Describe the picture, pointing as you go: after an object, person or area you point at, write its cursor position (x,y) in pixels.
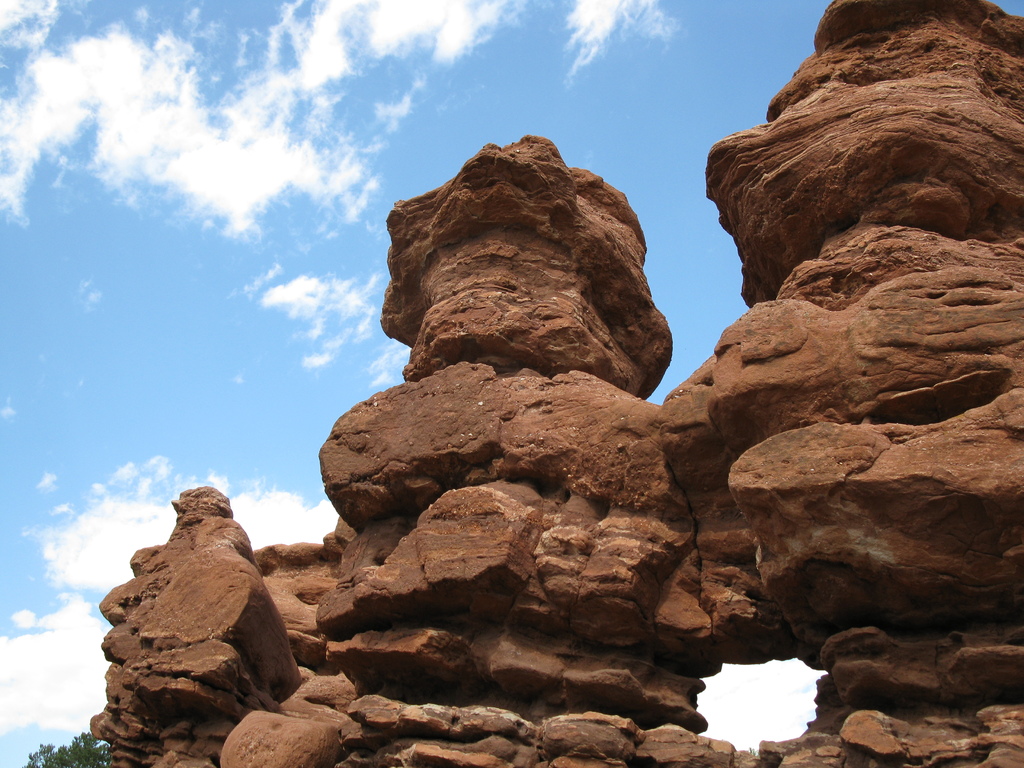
These are the big rocks (656,431) at the top (281,156) it's a sunny sky (225,269).
